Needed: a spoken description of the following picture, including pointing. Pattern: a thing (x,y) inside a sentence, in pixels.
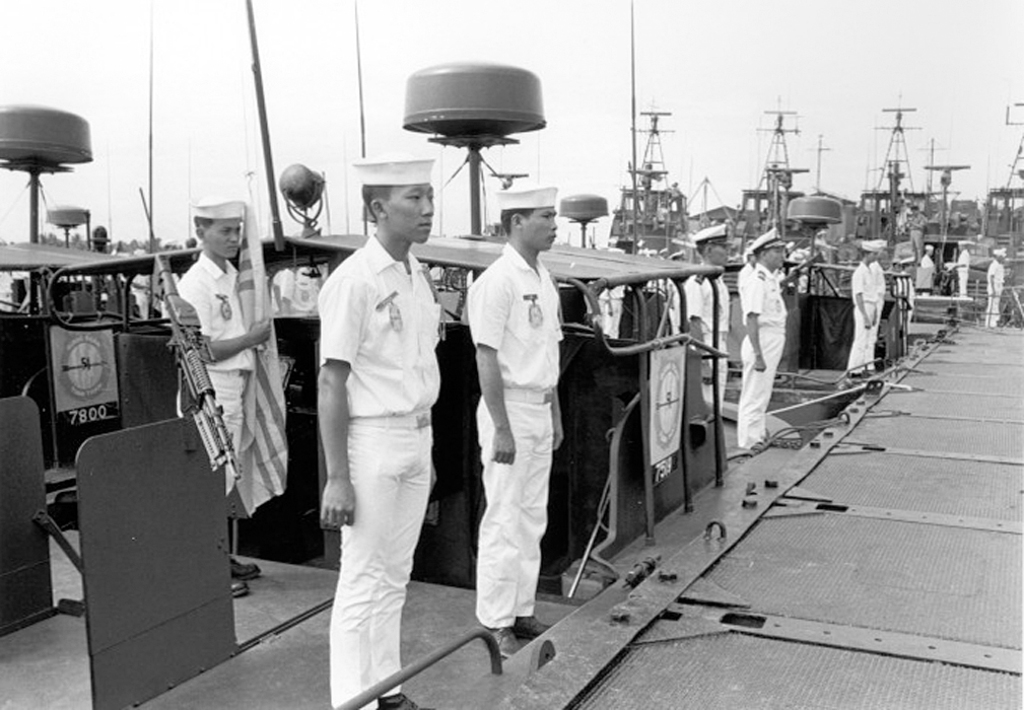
In this picture there are group of people (340,459) standing. On the left side of the image (223,368) there is a person (229,473) standing and holding the flag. At the back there are trees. At the top (570,107) there is sky (871,94). At the bottom (681,568) there is a floor (731,541).
